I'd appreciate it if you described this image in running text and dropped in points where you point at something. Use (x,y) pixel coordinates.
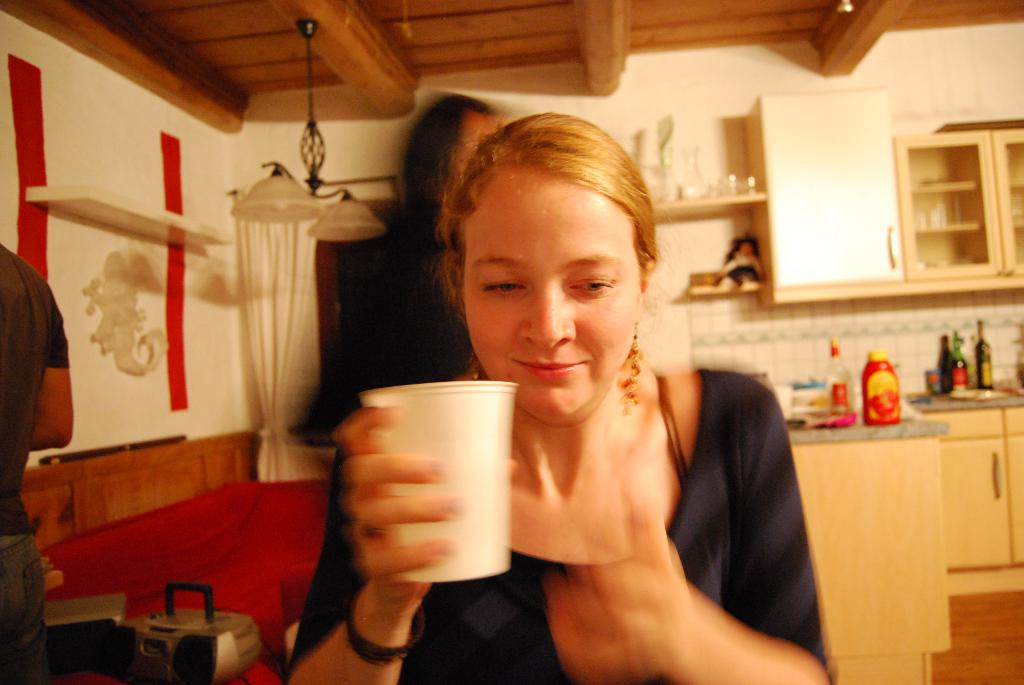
In front of the picture, we see a woman (519,453) is holding a glass (502,440). She is smiling. Behind her, we see a person (434,172) is standing. On the right side (852,437), we see a counter top (866,434) on which the glass bottles (964,374) and some other objects (885,399) are placed. We see a cupboard (893,217) and a rack (747,199) in which glass objects (670,142) are placed. On the left side (55,303), we see a man (35,560) is standing. Beside him, we see a tape recorder (163,640) and a laptop (95,638). On the left side (240,327), we see a white wall (109,379) and a curtain (297,308). In the background (339,167), we see a wall (325,162) and a door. At the top (847,39), we see the roof (332,18) of the room (354,76).
